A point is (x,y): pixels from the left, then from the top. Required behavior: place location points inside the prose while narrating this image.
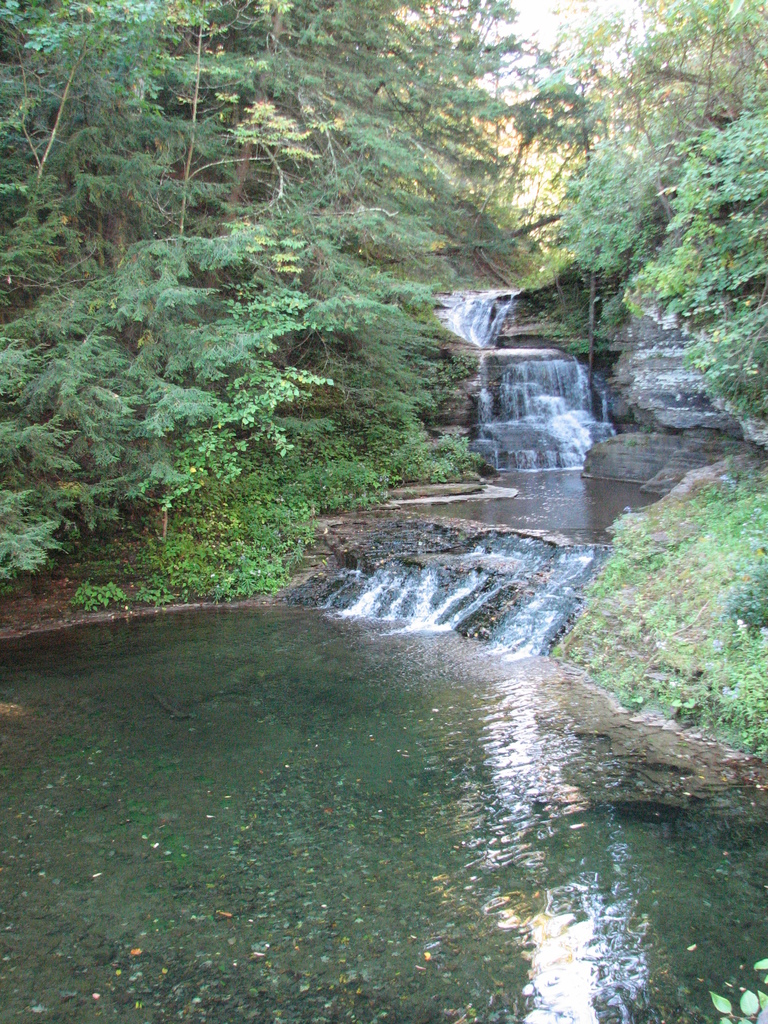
In this picture we can see water (195,792), few rocks (475,560) and trees (362,376).
